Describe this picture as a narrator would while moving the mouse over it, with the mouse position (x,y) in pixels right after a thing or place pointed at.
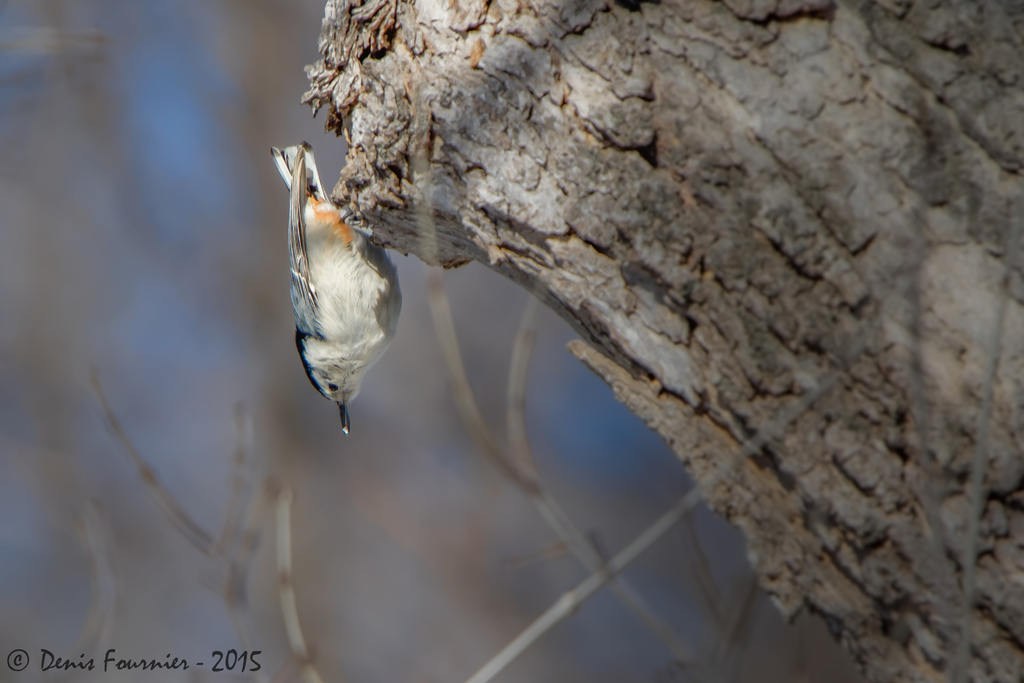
In this image I can see a bird (348,330), the bird (330,335) is in white and black color, and the bird (336,323) is standing on the trunk (441,244), and I can see blurred background (124,88).
